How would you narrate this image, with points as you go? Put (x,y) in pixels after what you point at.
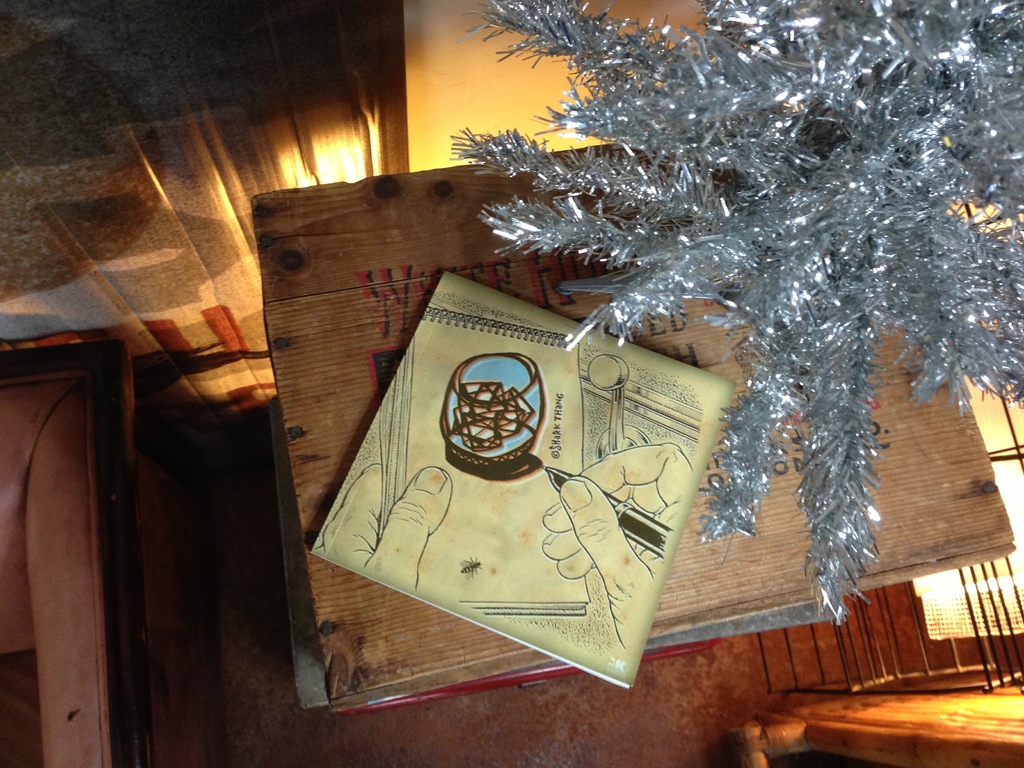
This image is taken indoors. At the bottom of the image (579,741) there is a floor (257,733). On the left side of the image (70,551) there is a chair (65,557). In the background (447,108) there is a wall (407,95) and there is a curtain (179,193). On the right side of the image (919,489) there is a table (993,482) with a book (485,506) and an artificial tree (823,299) on it.
